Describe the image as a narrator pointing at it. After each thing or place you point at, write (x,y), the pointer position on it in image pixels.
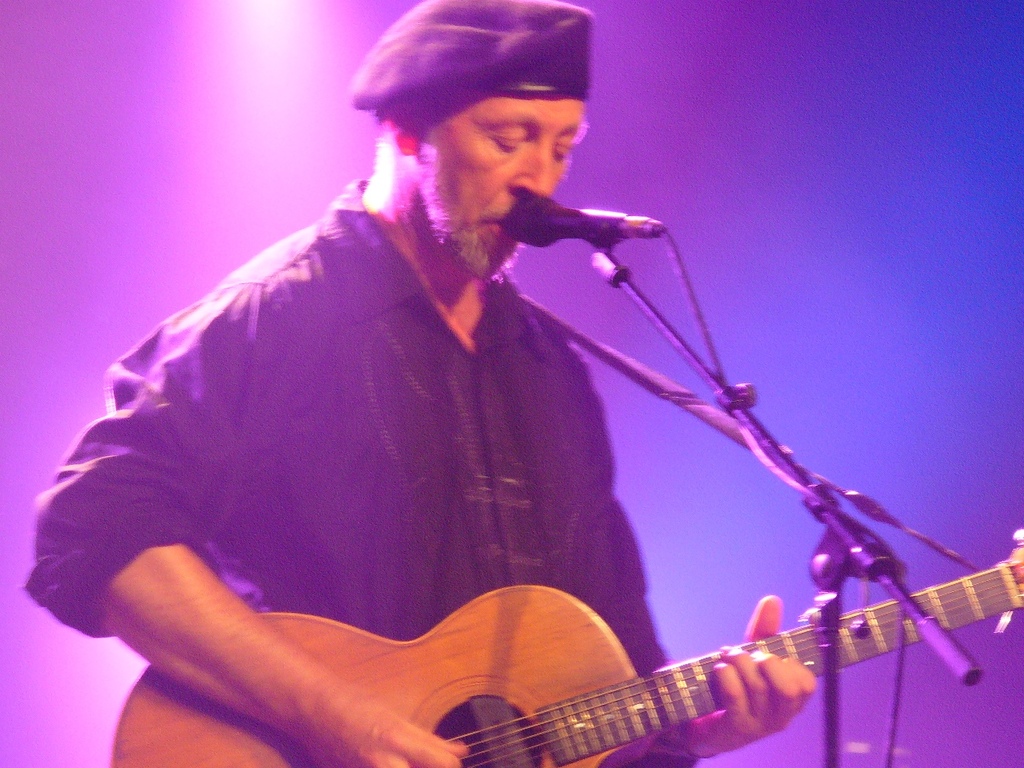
He is standing on a stage (628,466). He is holding a guitar (610,690). He is playing a guitar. He is singing a song. He is wearing a cap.
